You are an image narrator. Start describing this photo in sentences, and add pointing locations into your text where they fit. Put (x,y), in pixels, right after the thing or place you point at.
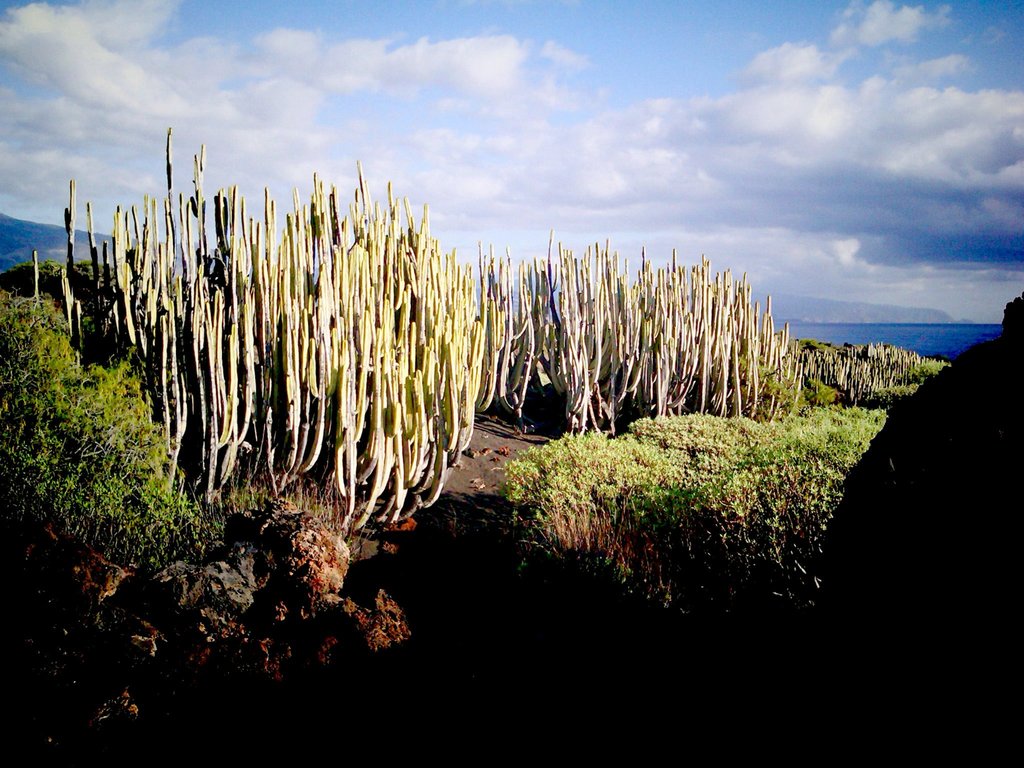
This is the picture of a place where we have some cactus plants (234,441) and some other plants (51,466) and grass (241,499), stones (57,553) on the floor (583,595).
